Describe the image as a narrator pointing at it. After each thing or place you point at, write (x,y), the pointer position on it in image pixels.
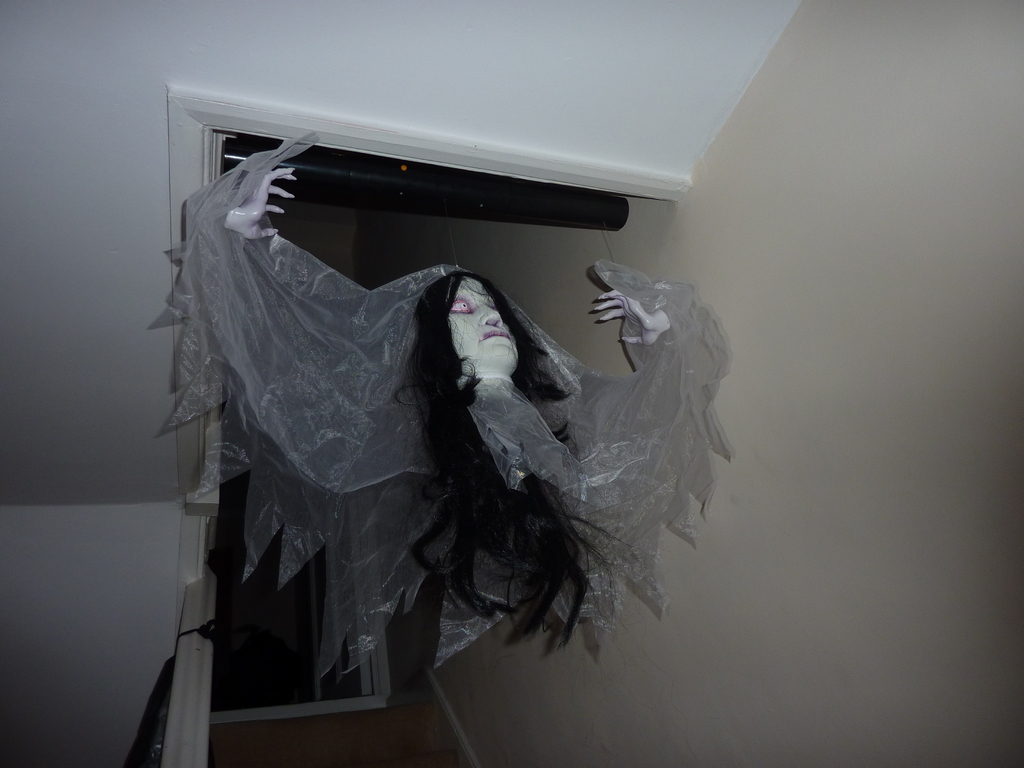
In the center of the image (514,491) we can see a doll (555,355). In the background (896,431), we can see the wall (883,430).
